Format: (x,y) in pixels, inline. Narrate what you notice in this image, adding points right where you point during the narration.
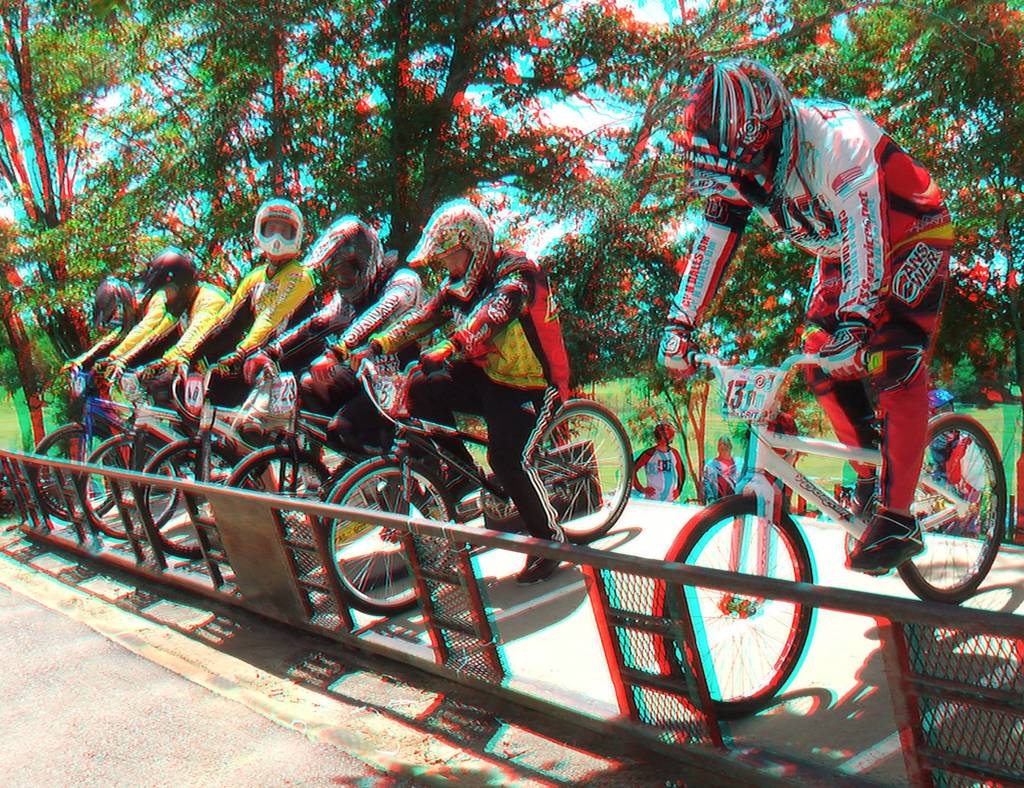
In this picture we can see trees (924,119), grass (688,423) and people (917,442). Near to a railing (652,579) we can see people (226,396) sitting on the bicycles (181,436), wearing helmets (711,166) and shoes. They all are ready for the race.
